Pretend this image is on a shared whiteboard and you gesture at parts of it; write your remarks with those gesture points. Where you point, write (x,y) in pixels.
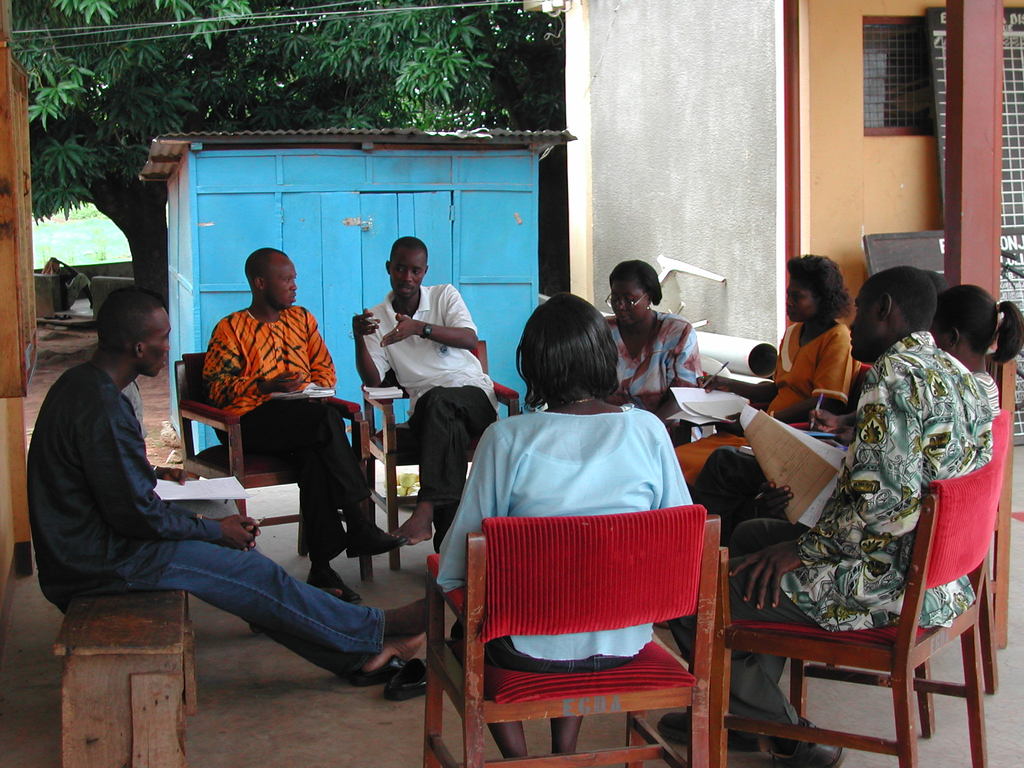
In this image i could see couple of persons (438,506) sitting around on the chairs (618,603), red colored chairs (528,559). The woman (583,487) front of the image wearing light blue shirt (573,457) and a black short (509,652) and men (869,429) beside her is sitting holding papers (787,467) in his hand (786,491). The other person (424,314) in the white shirt (437,349) is expressing something. In the background (342,60) i could see a big tree (325,63) and in between the person (402,262) and the tree (249,107) there is a small room (357,183) blue in color and there is white colored wall (664,157) in the right side of the picture (689,125) and in the left (29,186) there is some wooden cabinets (29,267). The person (79,420) dressed in black shirt (89,485) and blue jeans (238,580) is sitting on the bench (152,640).
